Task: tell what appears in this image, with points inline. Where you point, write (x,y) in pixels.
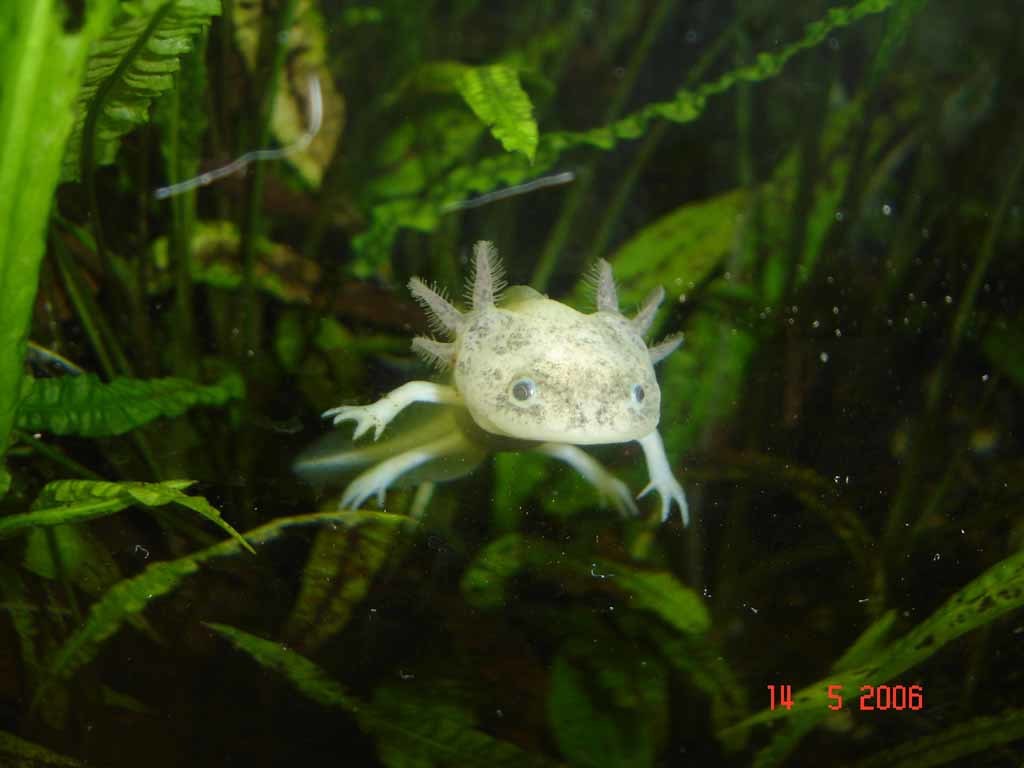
In this image I can see an animal (336,422). Background (103,392) I can see plants (61,261) in green color.
